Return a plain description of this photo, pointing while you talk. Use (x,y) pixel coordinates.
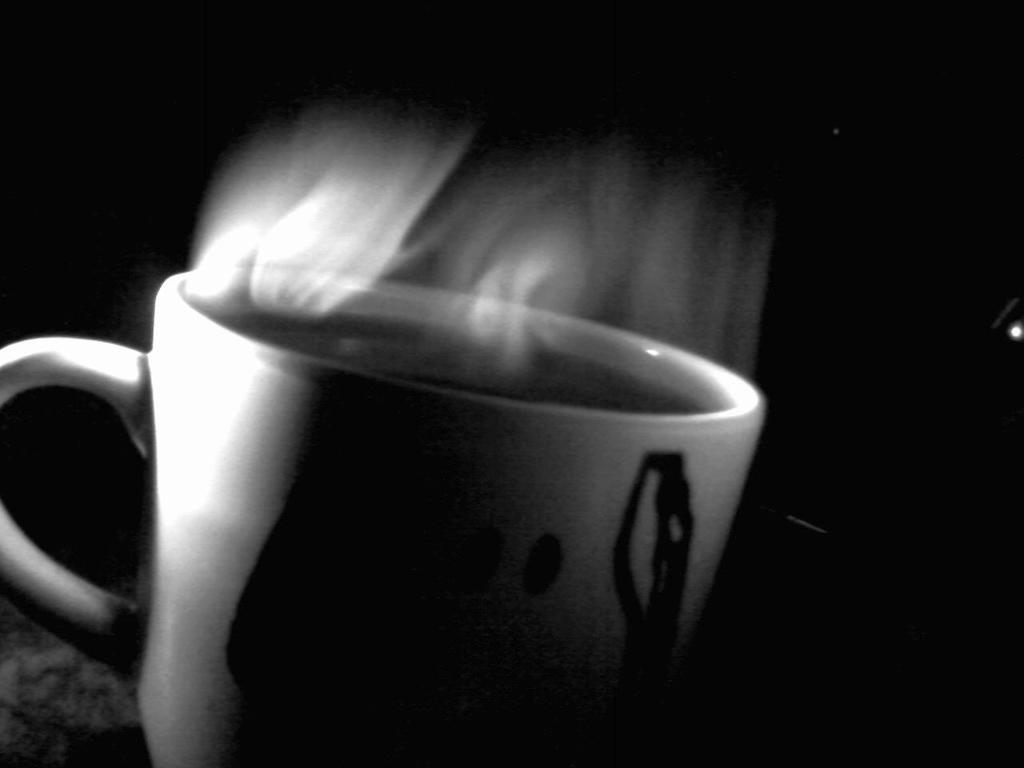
This is a black and white picture. In this picture, we see a cup (340,546) containing coffee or tea (286,342). In the background (164,155), it is black in color.
